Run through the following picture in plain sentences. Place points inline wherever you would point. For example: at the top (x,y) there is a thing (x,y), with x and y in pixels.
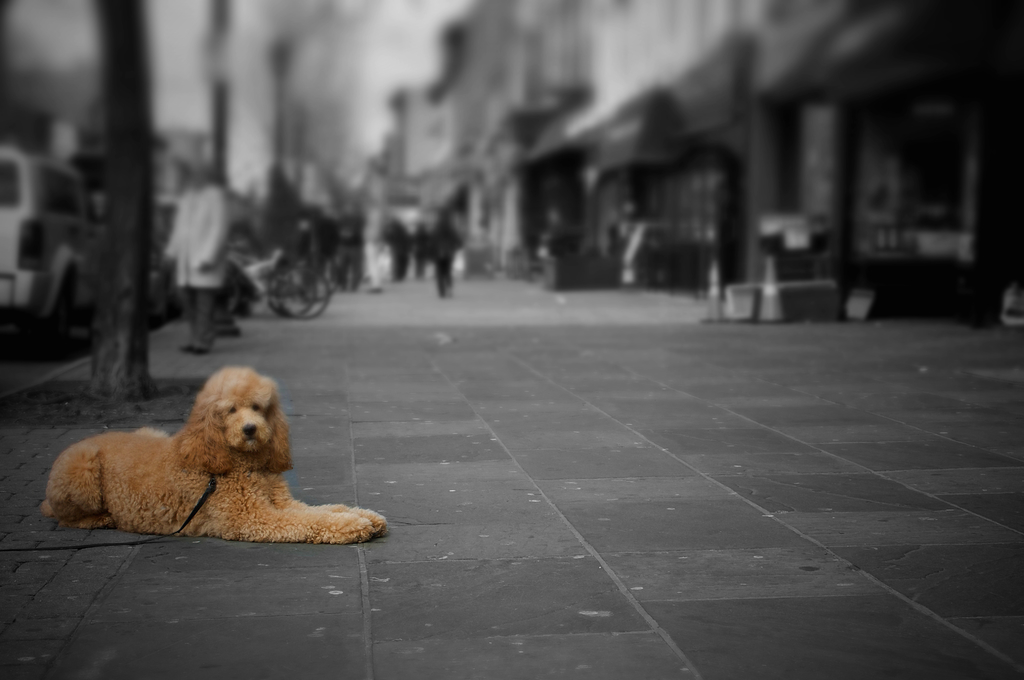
In this image we can see dog (172,470) sitting on the road (281,382). In the background (112,298) we can see trees (105,287), vehicles (66,287), a group of people (192,260), buildings (556,180).
